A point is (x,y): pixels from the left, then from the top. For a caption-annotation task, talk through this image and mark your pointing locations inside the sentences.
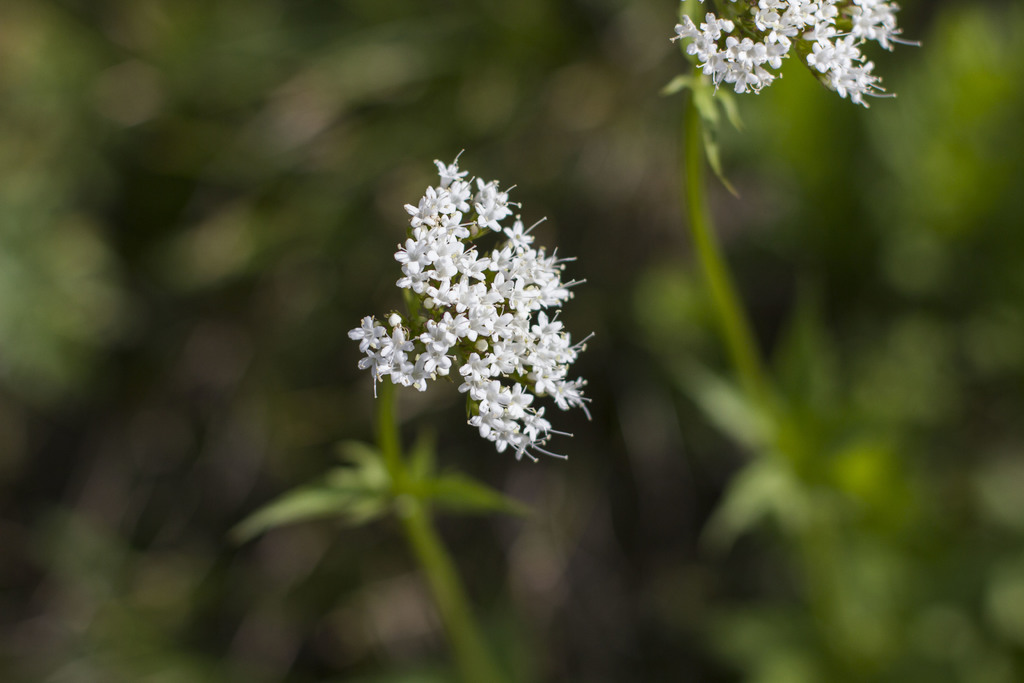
In this image I can see few white color flowers (520,238) and the blurred background (165,201).
